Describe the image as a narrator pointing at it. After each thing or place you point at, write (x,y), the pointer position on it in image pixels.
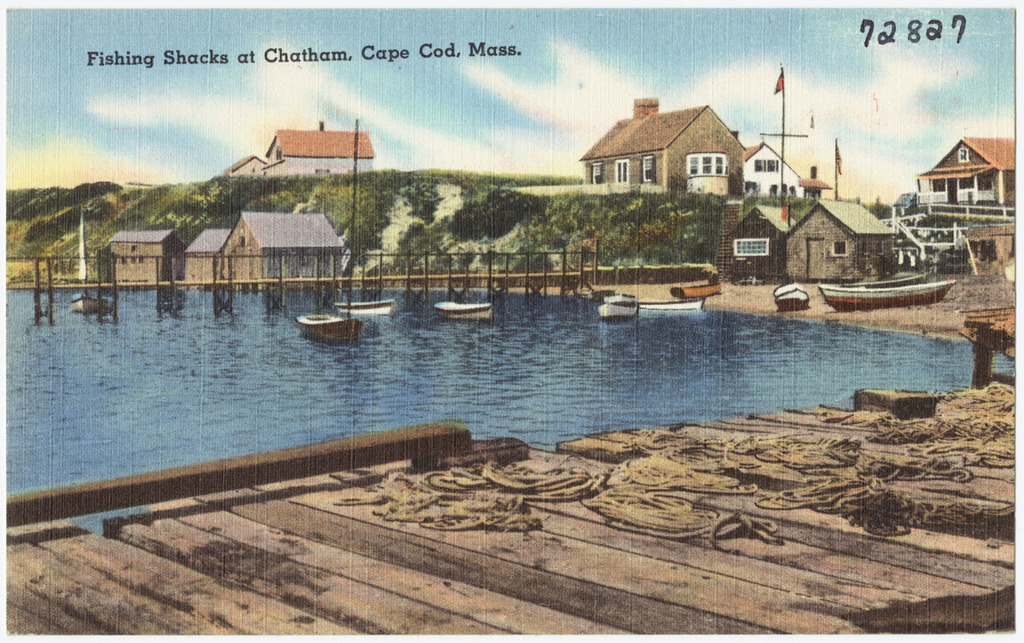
This image is a depiction, in this image there is a wooden surface (560,450) and a water surface (938,385) on that there are boats (445,312) and a bridge (117,295), in the background (168,268) there are houses (851,224), mountain (343,216) and the sky (874,88), at the top (254,55) there is text (225,60).
